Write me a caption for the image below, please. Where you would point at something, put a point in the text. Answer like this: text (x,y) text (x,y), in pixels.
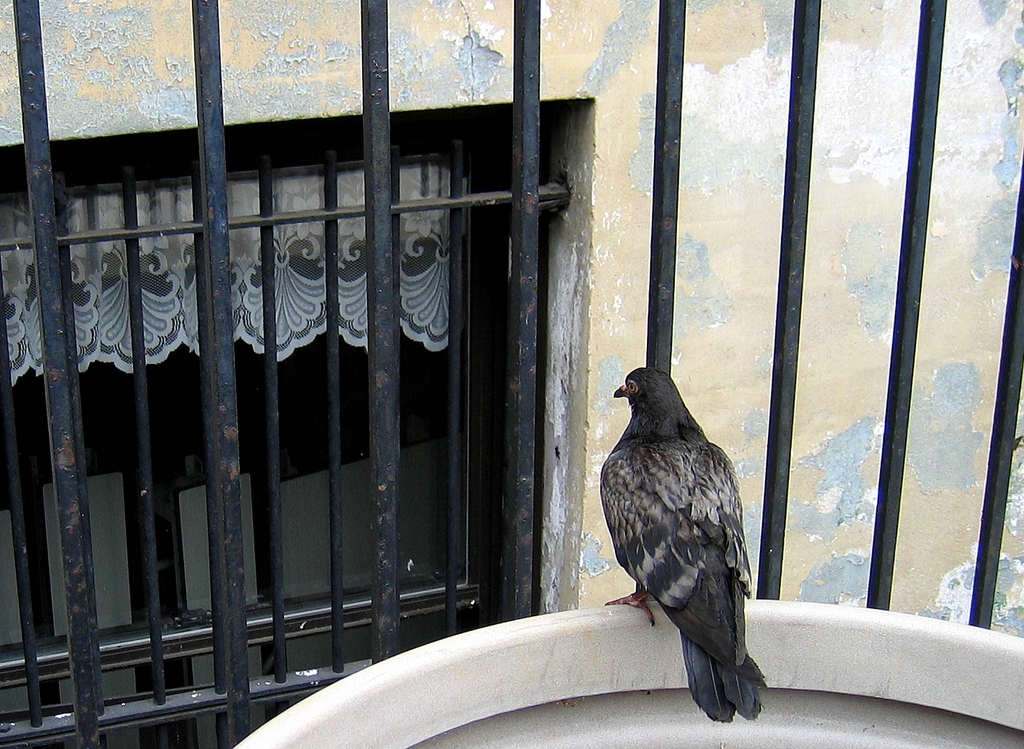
There is a pigeon (712,603) standing on an object (666,654) and there is a black fence (385,397) in front of it.
